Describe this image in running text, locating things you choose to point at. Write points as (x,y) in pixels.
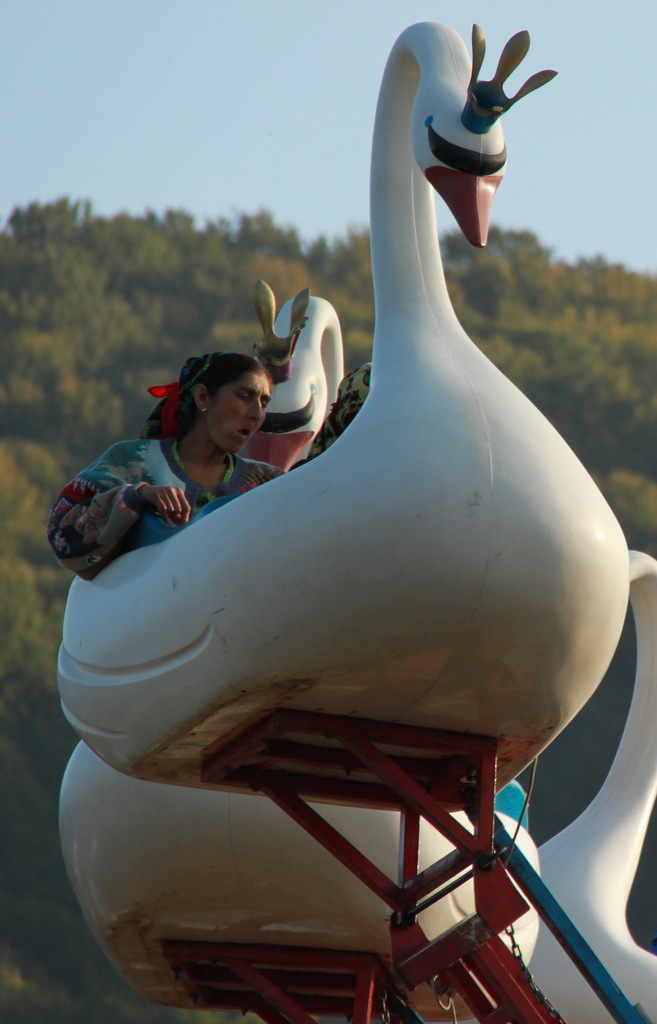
In this image there is a carnival swan (398,569). On this a woman (215,441) is sitting. In the background (149,316) there are many trees (146,287). At the top of the image (172,110), I can see the sky (64,134).
